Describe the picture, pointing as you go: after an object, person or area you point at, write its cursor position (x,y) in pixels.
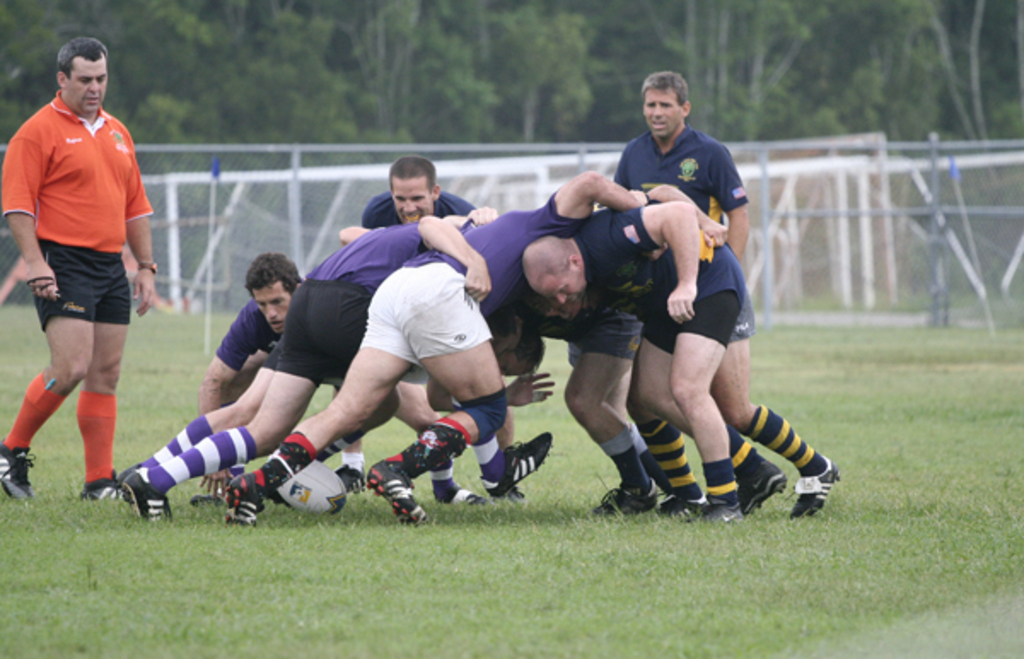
In this image we can see a few people (258,422) playing in the ground (134,525) and also we can see a ball (288,482), there are some poles (933,290) and net (280,218), in the background (827,89) we can see the trees (138,98).
